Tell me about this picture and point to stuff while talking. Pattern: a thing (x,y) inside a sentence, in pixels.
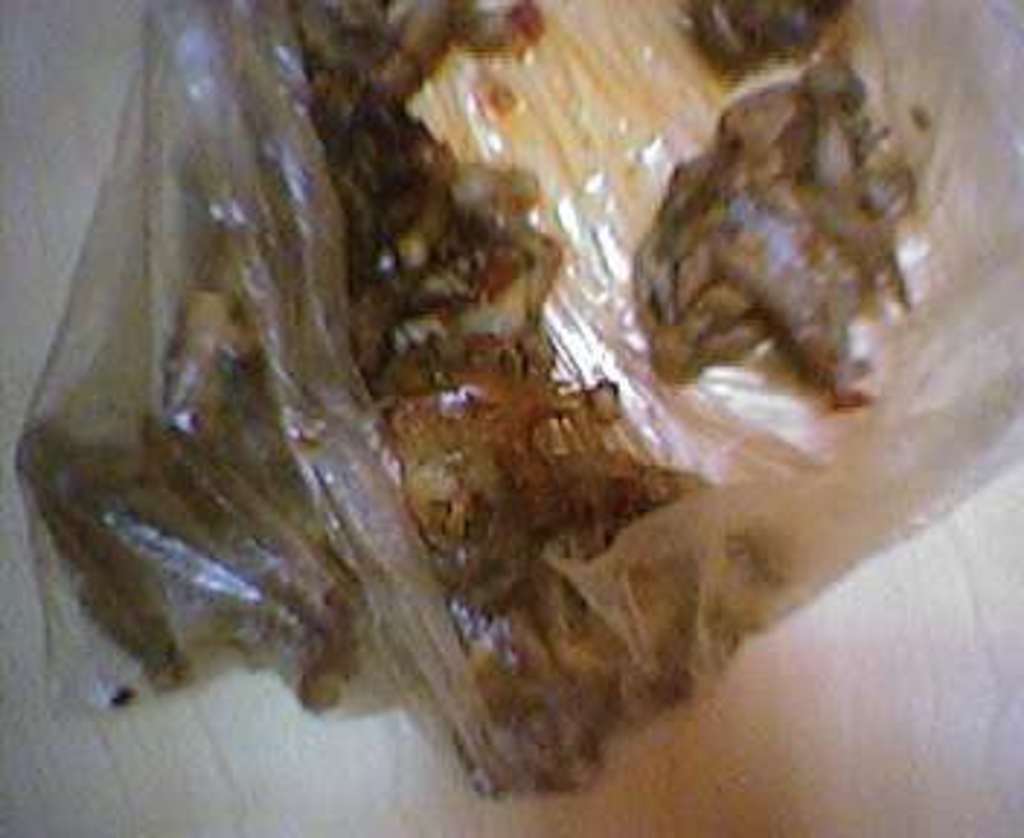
In this image we can see there is something inside the cover (910,221).
